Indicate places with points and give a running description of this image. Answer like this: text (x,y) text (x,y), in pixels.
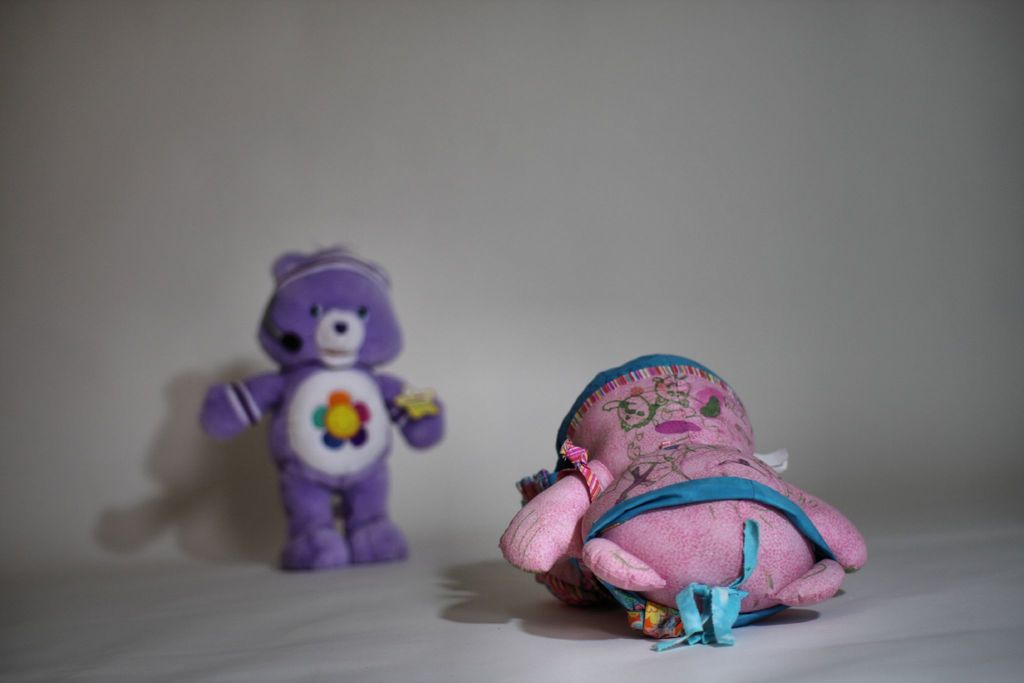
In this image, I can see two teddy bears (385,475). There is a white background (254,493).
